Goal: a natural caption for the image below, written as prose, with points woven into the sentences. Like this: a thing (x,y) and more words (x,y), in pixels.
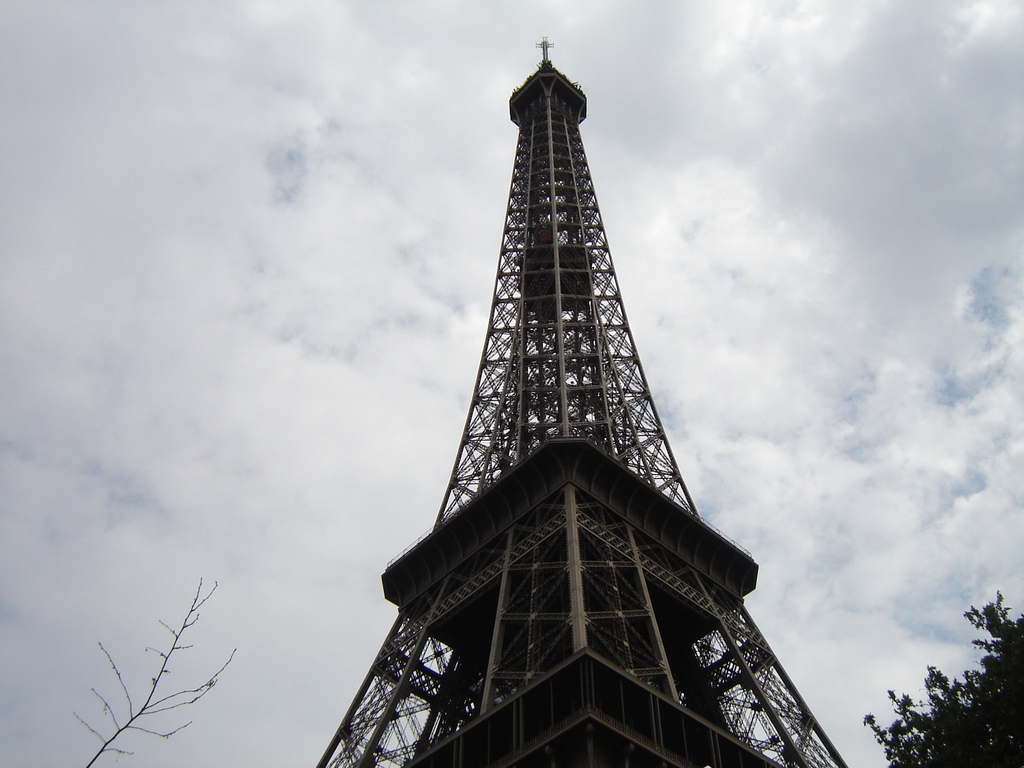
In the image we can see there is an eiffel tower (573,423) and there are trees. There is cloudy sky (275,242).
